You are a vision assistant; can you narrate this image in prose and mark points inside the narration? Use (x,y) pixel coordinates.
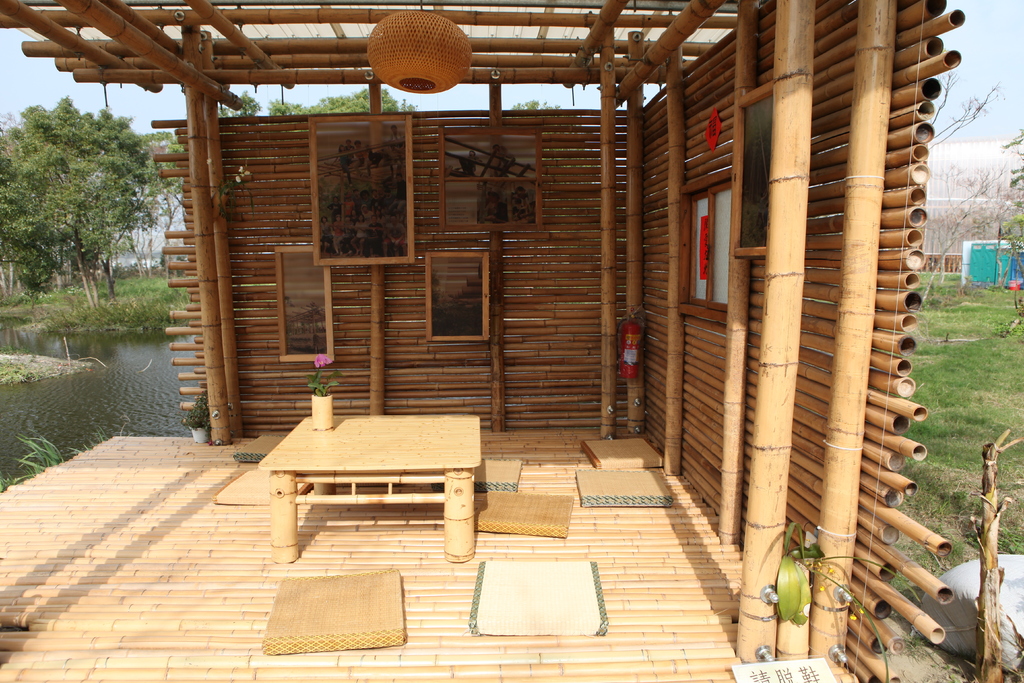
The photo of a bamboo hut (399,296). In the middle of it there is a table (353,455). On it there is a flower vase (325,409). In the background (338,147) there are photo frames (356,217). On the top (419,42) there is a chandelier (433,50). On the floor (128,593) there are floor mats (518,510). On right corner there is a fire extinguisher (621,360). In the background (51,161) there are trees (90,207) water (98,369). the sky (54,76) is clear.
